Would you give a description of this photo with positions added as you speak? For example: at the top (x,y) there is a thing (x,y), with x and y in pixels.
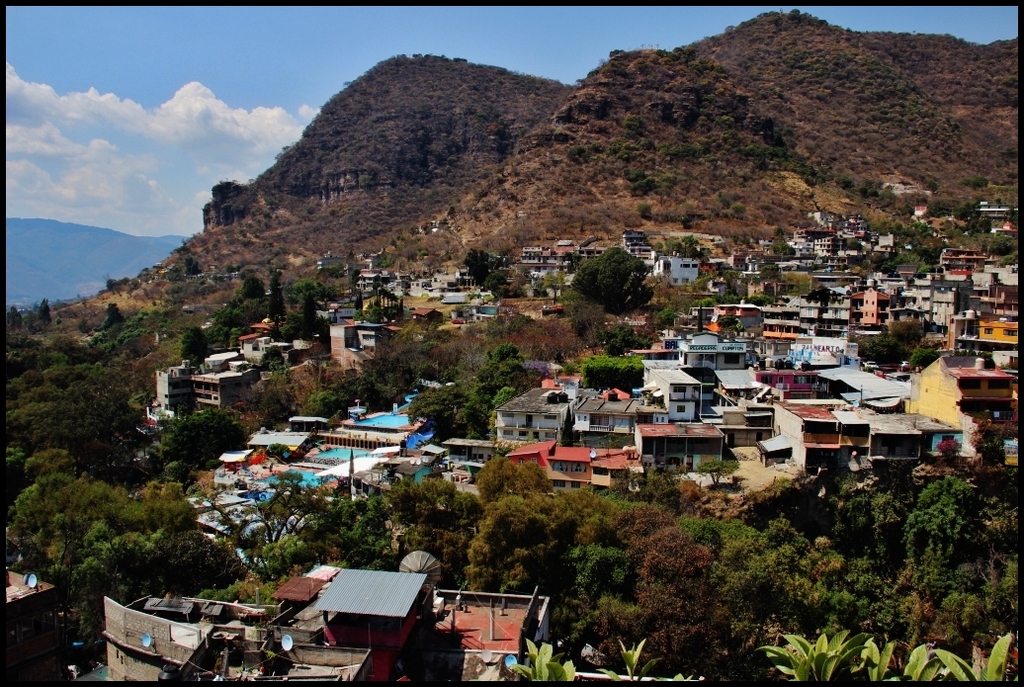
In the image there are many houses (592,432) with roofs (588,452), walls (586,432) and poles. And also there are many trees (384,564). Behind them there are hills (480,136) with trees (136,353). And at the top of the image (239,45) there is a sky (179,118) with clouds (85,190).
